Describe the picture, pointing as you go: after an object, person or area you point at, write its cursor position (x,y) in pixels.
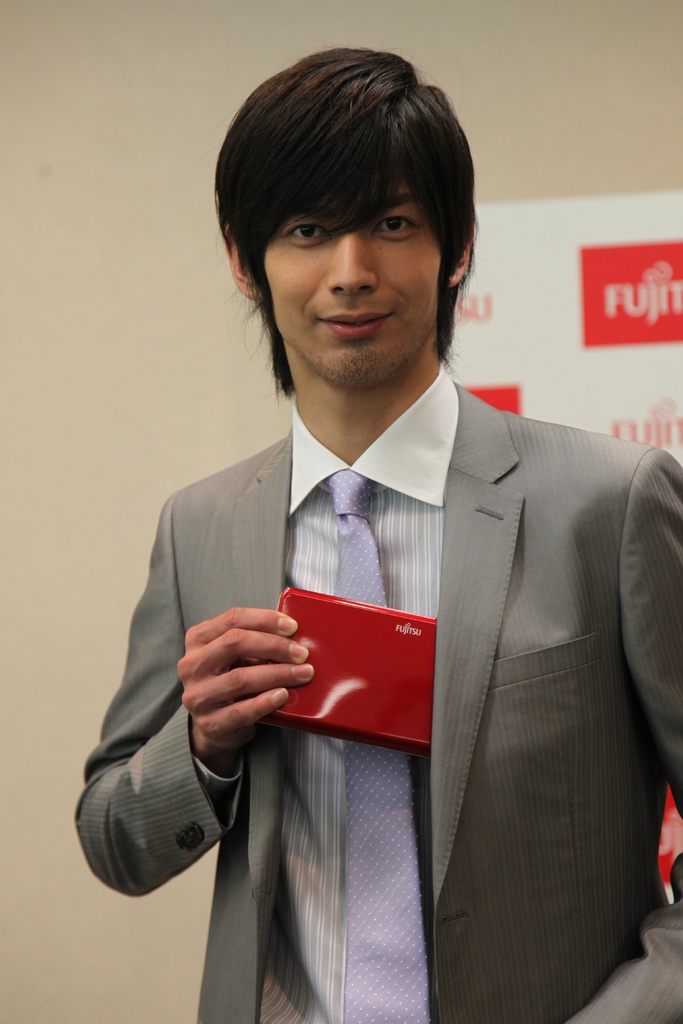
In this picture I can see a man (181,538) standing and holding an item (365,605), and in the background (627,323) it is looking like a board (638,360) and there is a wall (164,240).
